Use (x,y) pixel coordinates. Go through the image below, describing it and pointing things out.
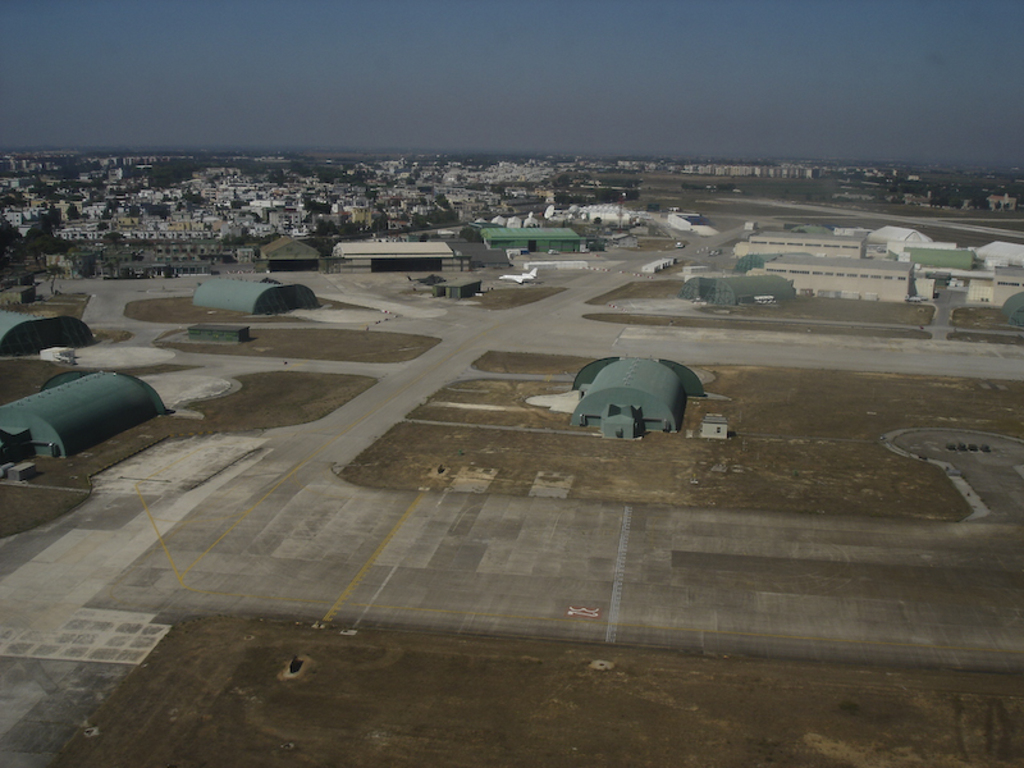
This is a aerial view. In this image we can see buildings (559,246), sheds (674,362), aeroplane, runway (433,319), roads (454,306), grass (716,198), trees (374,228), sky (437,131) and clouds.
